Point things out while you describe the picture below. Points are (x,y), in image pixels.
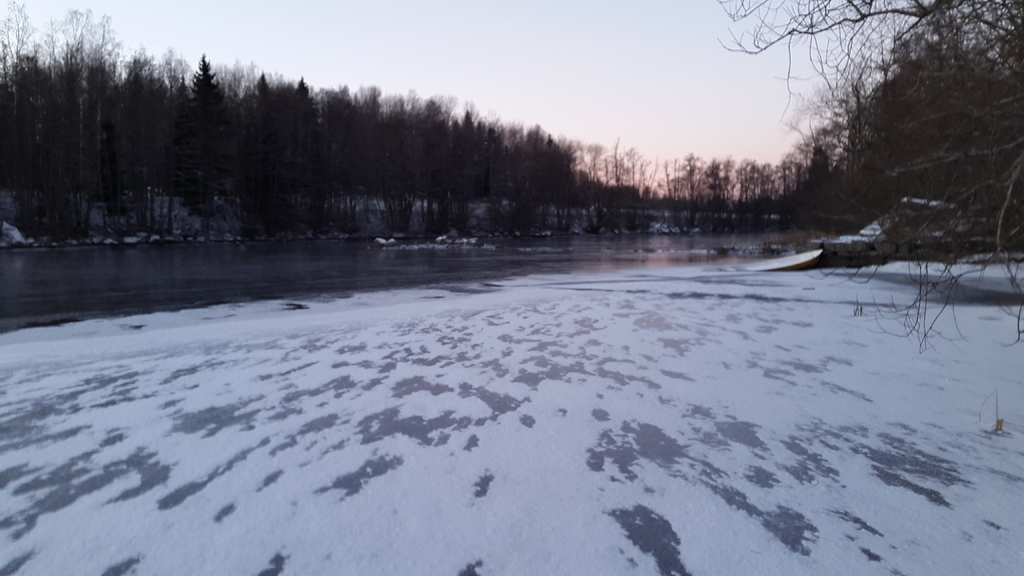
There is water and snow (483,372) in the foreground area of the image (474,307), there are trees (418,189) and the sky (179,16) in the background (424,46).
